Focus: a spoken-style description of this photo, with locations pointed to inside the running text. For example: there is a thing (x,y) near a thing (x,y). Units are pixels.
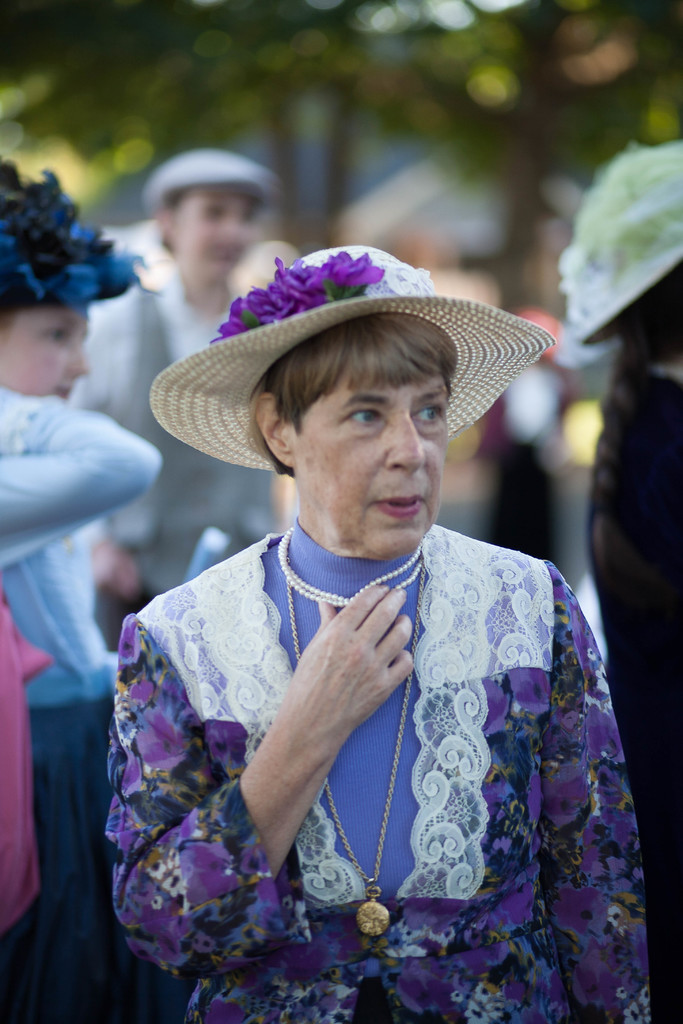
A woman (373,680) is standing wearing clothes (384,855) and hat (310,325), here there are other people (644,326), this is tree (386,137).
